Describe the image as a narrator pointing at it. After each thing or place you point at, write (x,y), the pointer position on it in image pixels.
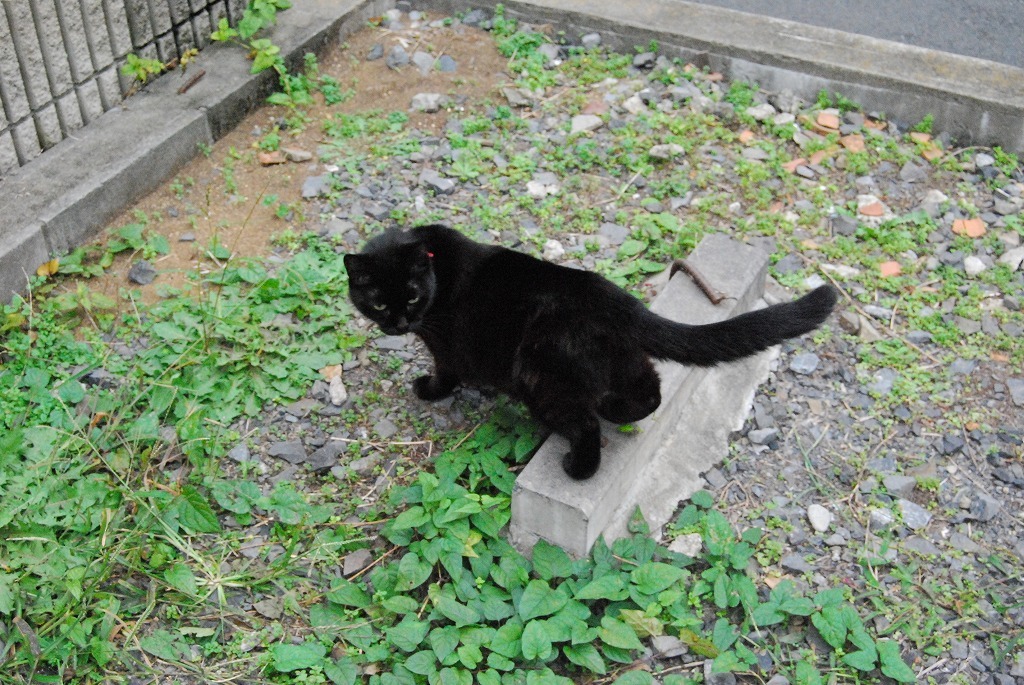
In this image, we can see some plants (659,120). There is a cat (416,306) in the middle of the image (474,294) which is colored black. There are grills (96,22) in the top left of the image (120,36).
